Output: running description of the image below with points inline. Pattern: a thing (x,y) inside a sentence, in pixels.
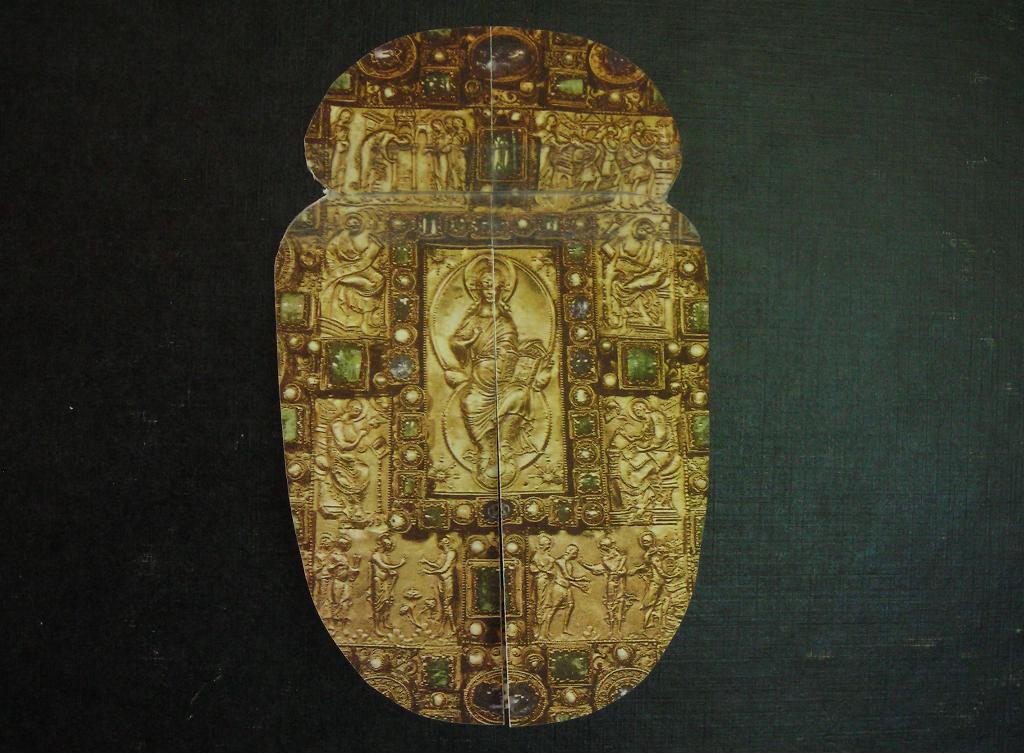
In this image I can see a gold colored object (544,385) and on it I can see few stones (339,364) and few person shapes (380,611) are carved. I can see the black colored background.
